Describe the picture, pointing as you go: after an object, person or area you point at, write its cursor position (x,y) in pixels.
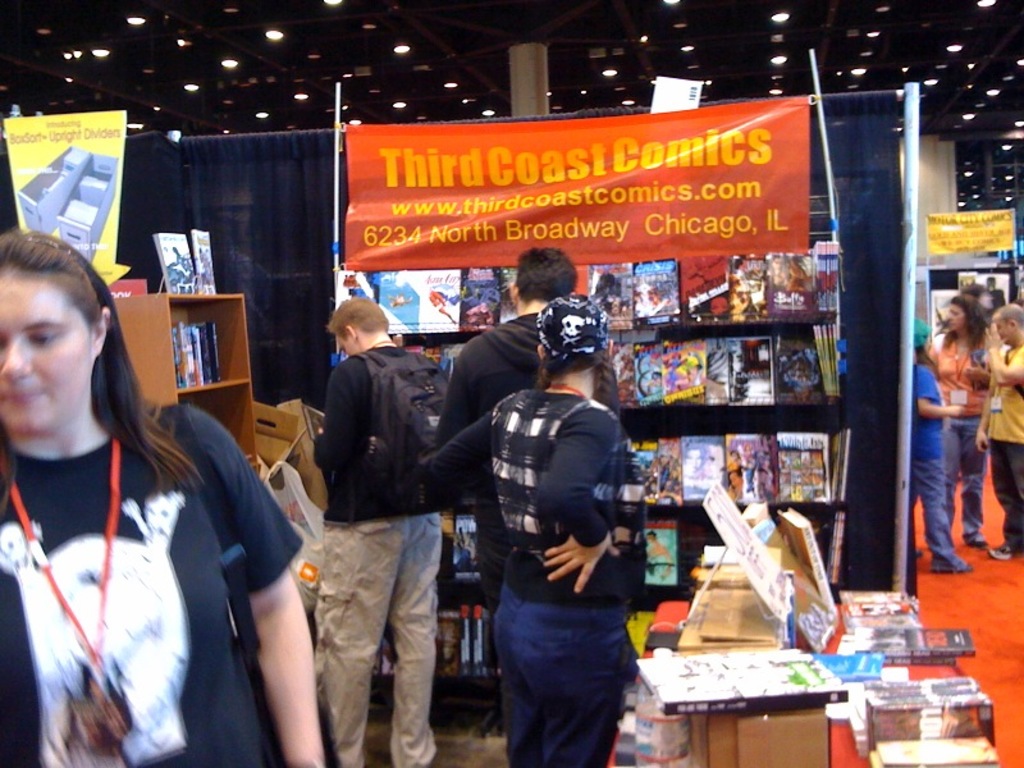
This image is clicked in a exhibition (896,130), in the front (197,480) there are few people (371,533) standing in front of book racks (440,280), the floor (962,575) is of red color, over the ceiling (248,80) there are lights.
